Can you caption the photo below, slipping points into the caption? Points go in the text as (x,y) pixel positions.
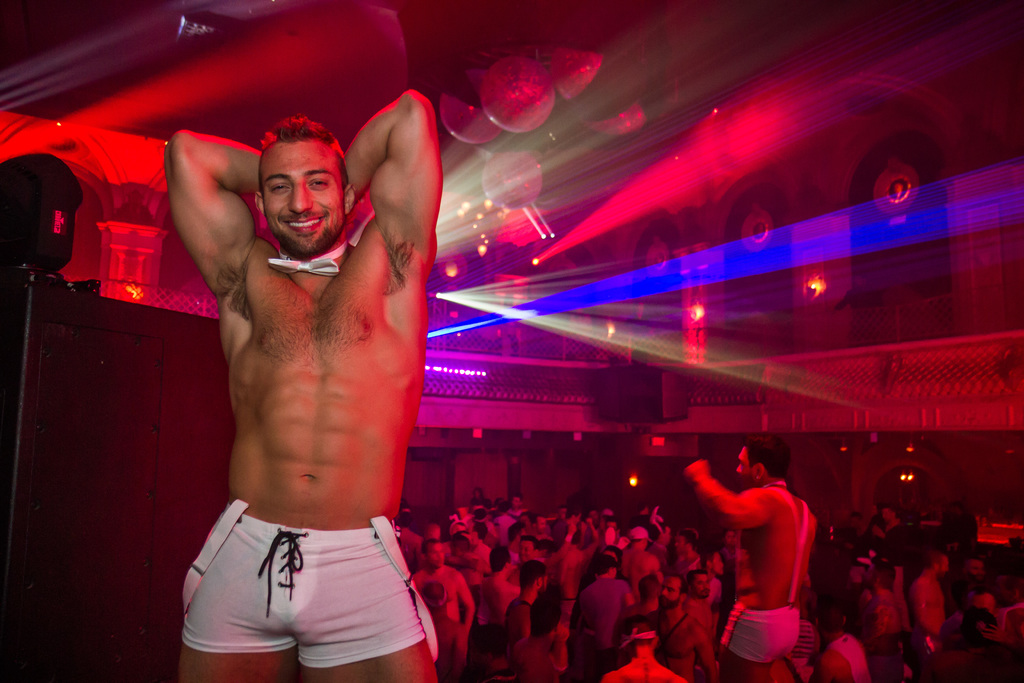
In this picture we can see a man (267,443) and he is smiling and in the background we can see a group of people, lights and few objects (201,536).
